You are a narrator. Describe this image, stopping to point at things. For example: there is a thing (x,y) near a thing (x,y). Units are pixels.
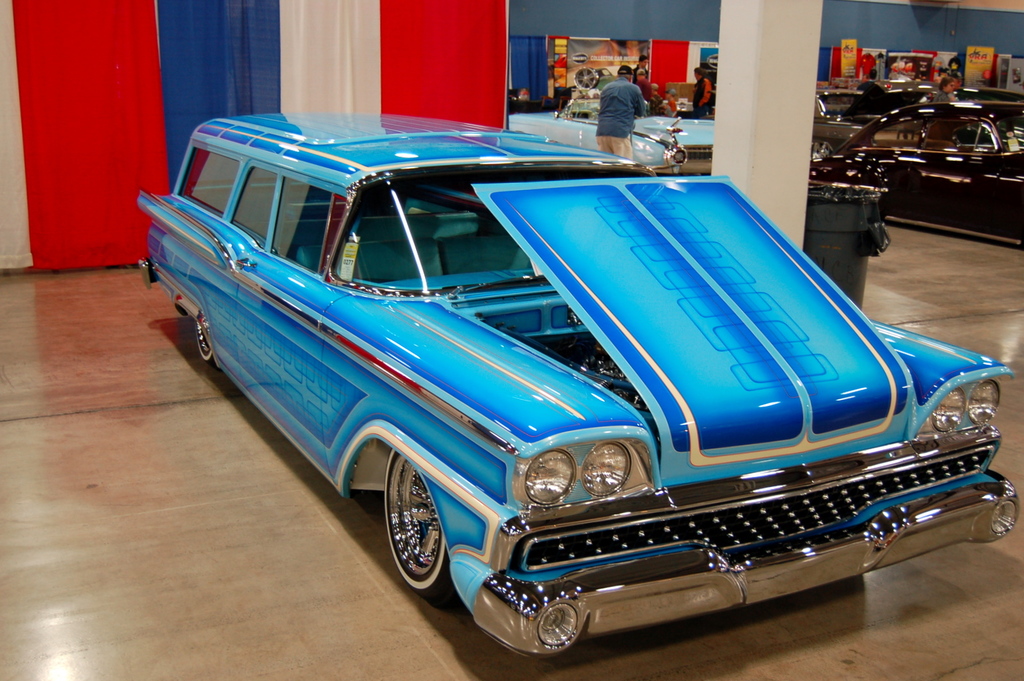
In this image we can see some cars (271,210), one white pillar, one colorful curtain (177,73) back side of the blue car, one dustbin (836,248) near to the pillar (799,241), some people (641,77) are standing, some banners (991,64) with text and logos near to the wall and some objects (690,95) are on the surface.
